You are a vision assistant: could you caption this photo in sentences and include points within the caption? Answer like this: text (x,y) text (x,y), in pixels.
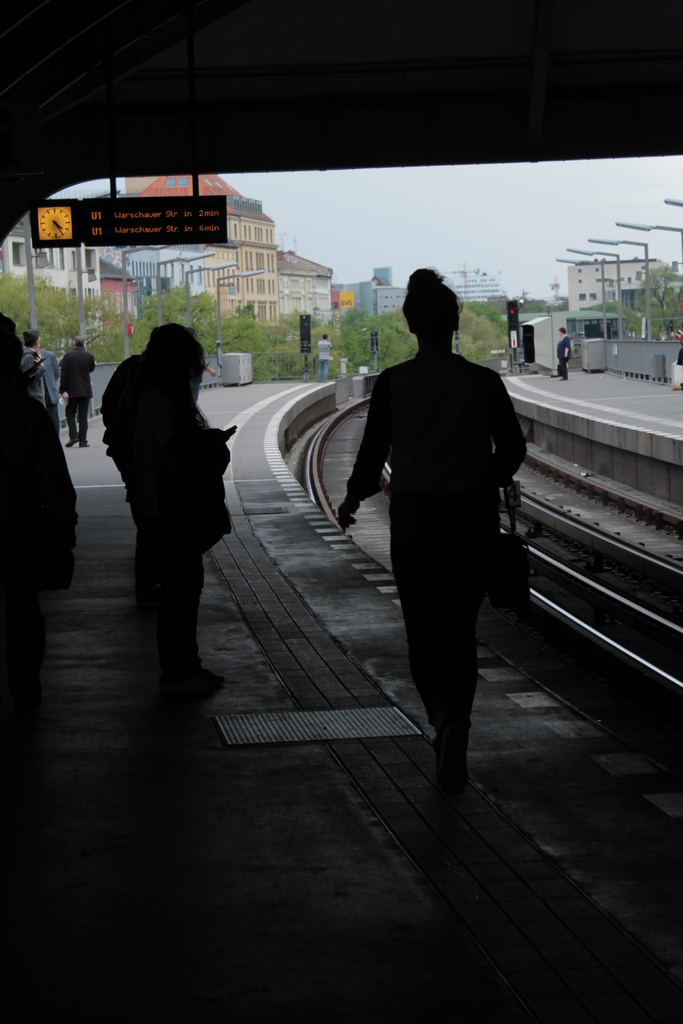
In this image I can see few people (26,493) are standing on the railway platform (253,635). We can see board (83,222) and a clock (39,217). Back Side I can see traffic signal (516,322), trees (383,322) and light poles (647,278). I can see buildings (272,253) and windows (269,266). The sky (425,227) is in white color.
